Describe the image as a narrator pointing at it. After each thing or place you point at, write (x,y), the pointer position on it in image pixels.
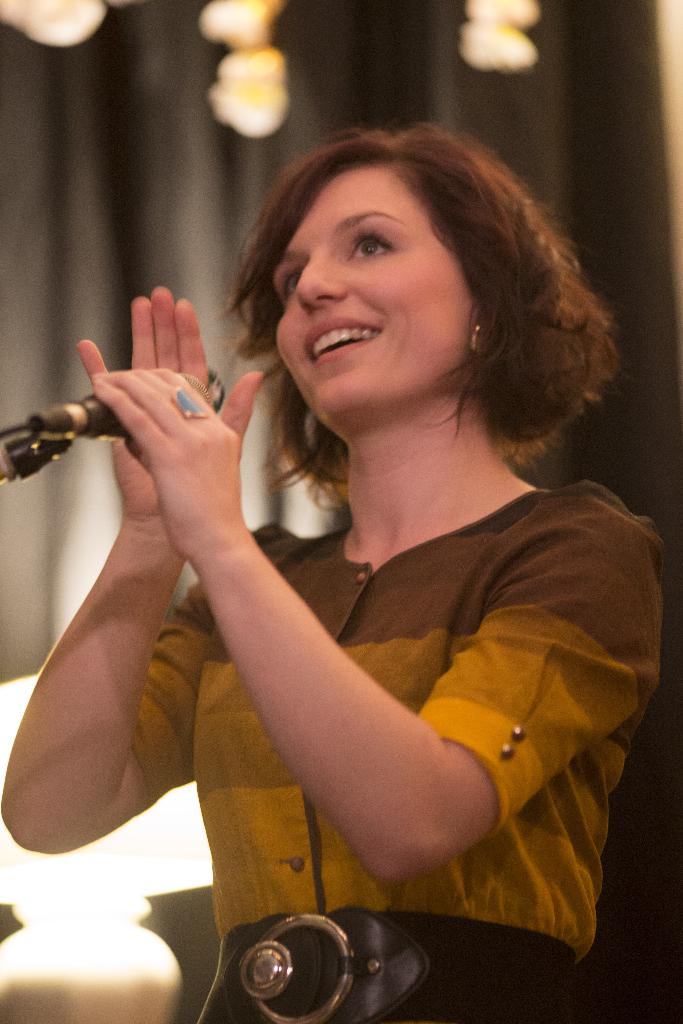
This person (390,766) standing and clapping hands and smiling. On the background (248,99) we can see curtain (19,104), lights (225,105).
